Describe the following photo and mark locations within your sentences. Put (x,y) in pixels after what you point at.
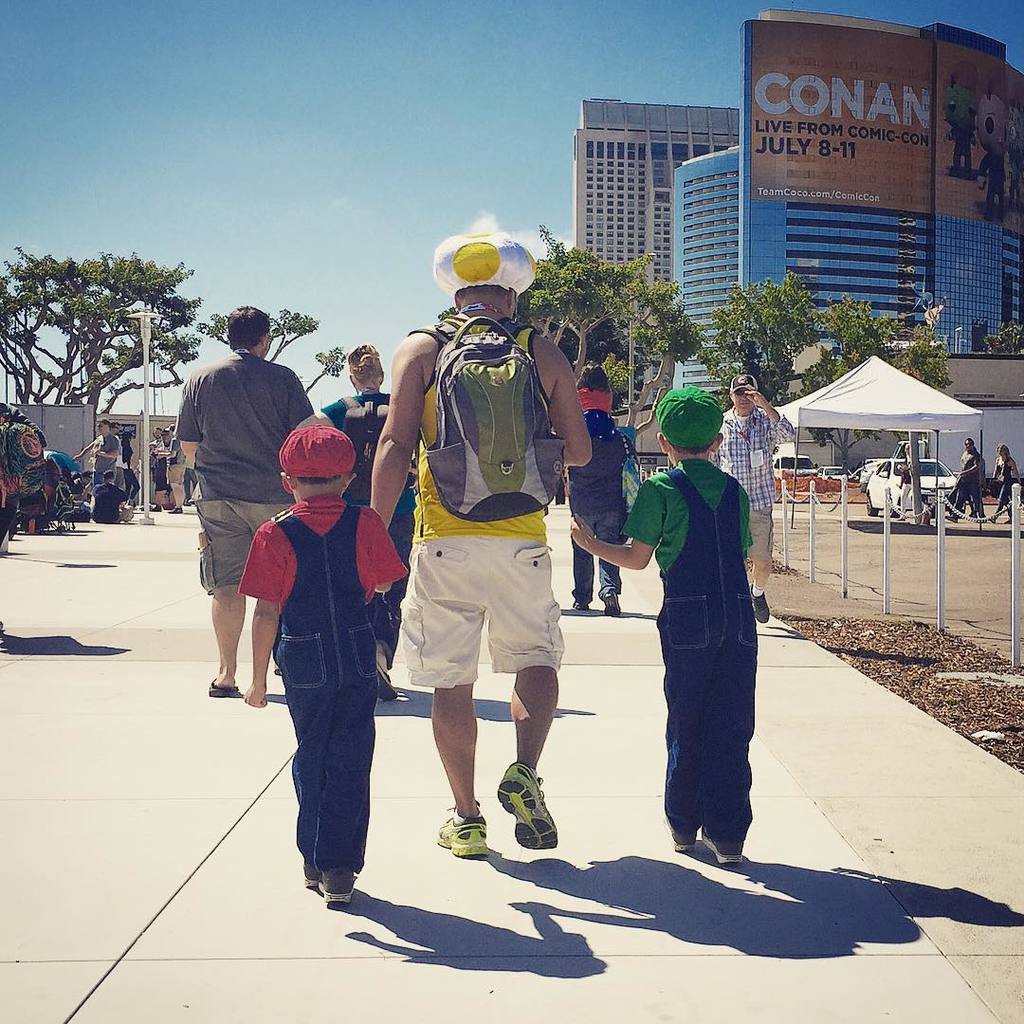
In this picture I can see buildings (687,159) and a hoarding (920,162) with text (881,143) and few cartoons (969,135) and i can see trees (13,351) and few people (124,477) are standing and few are walking and I can see few people (502,247) wore caps (740,386) on their heads (681,448) and tent (800,423) on the side and few cars (838,469) parked and a blue cloudy Sky (488,138).
